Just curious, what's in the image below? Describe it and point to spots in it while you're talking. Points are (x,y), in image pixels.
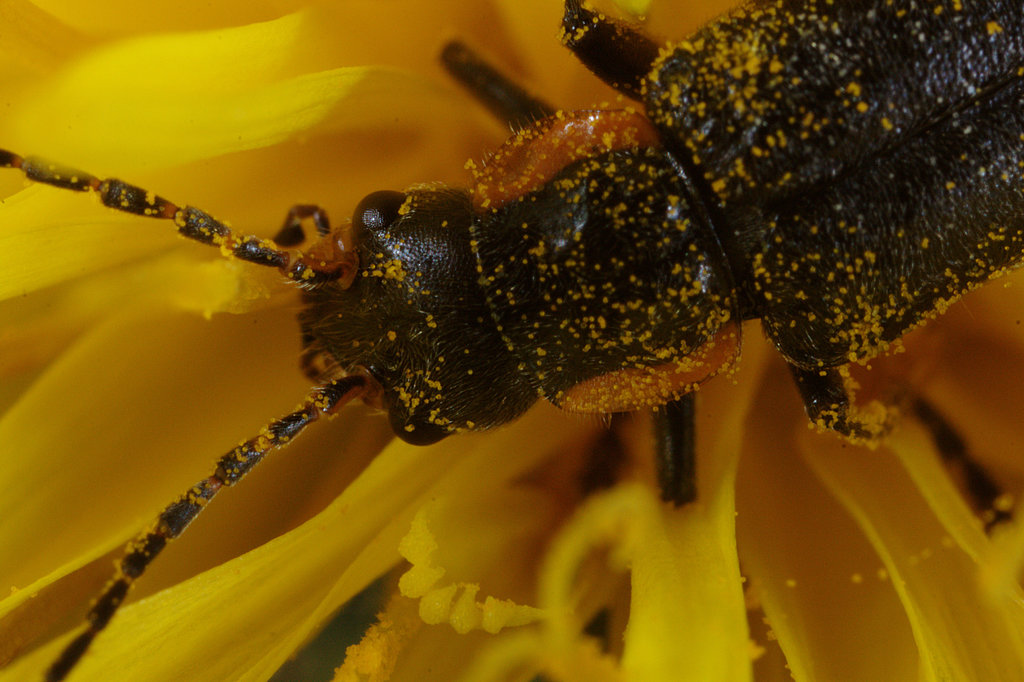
In this picture we can see insect (521,209) on sunflower (324,56).
